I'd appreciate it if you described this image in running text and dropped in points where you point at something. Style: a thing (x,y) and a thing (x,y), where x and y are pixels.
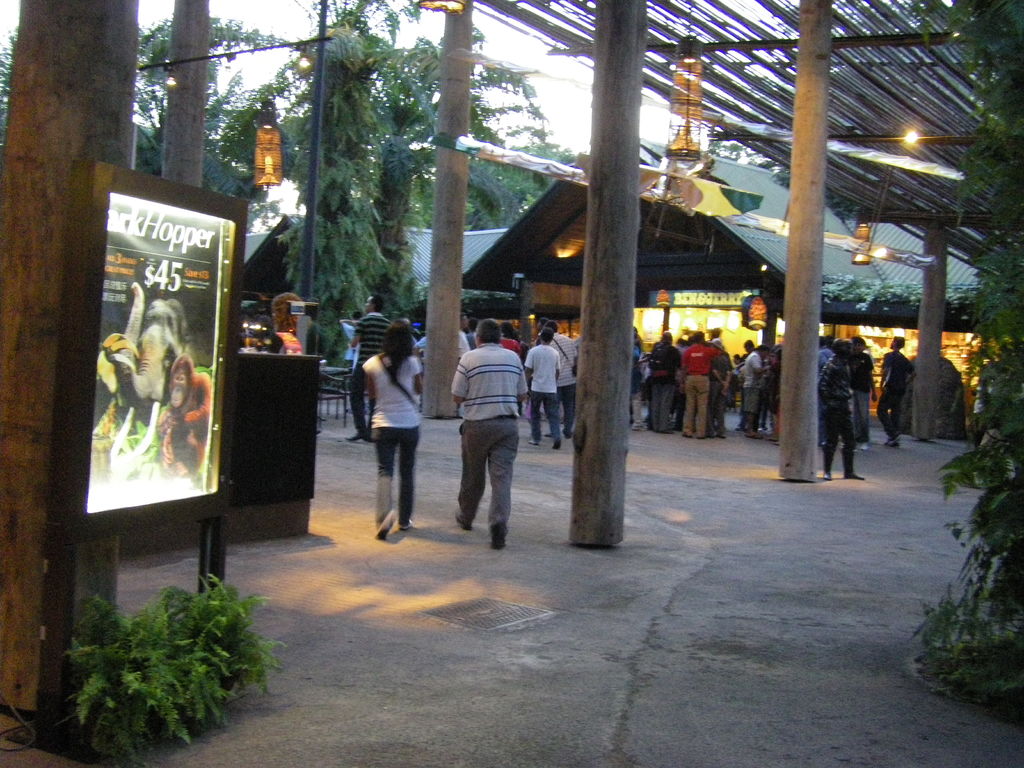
There are groups of people (572,387) standing and few people (491,383) walking. These look like the wooden pillars (586,265). I can see the lamps (692,67) hanging. This looks like a shop (701,303) with a name board (683,306). I can see a board (184,515), which is attached to the poles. These are the trees (383,224) and small plants (198,623).
